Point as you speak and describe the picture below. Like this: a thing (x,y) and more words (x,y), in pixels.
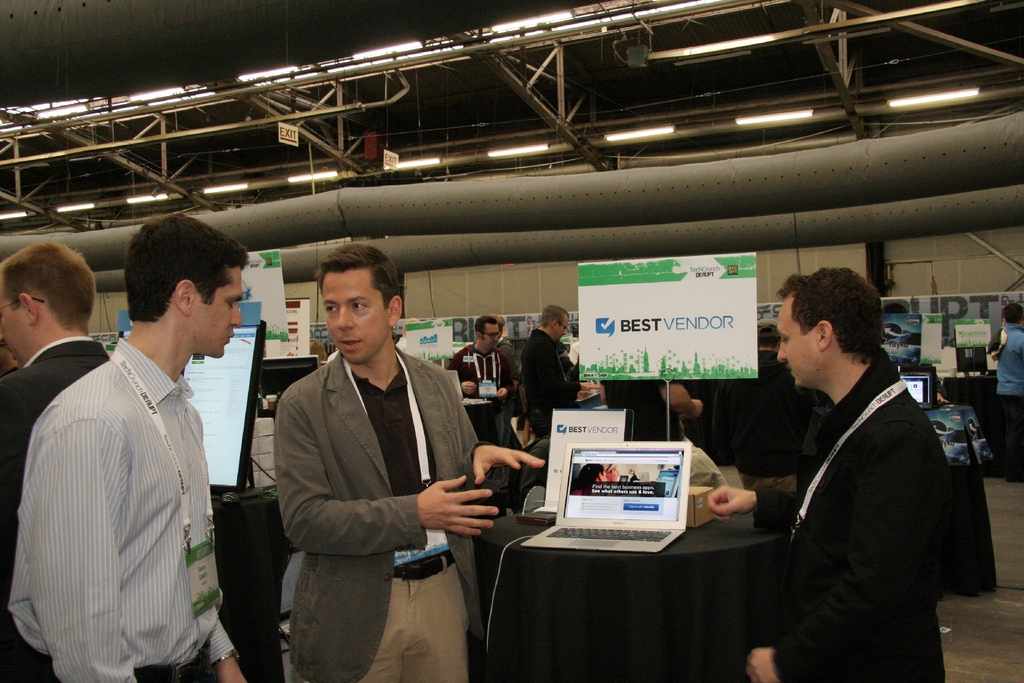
In this image, we can see people (814,381) standing and wearing ID cards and there are laptops (571,460) and some other objects (580,439) are on the tables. In the background (752,289), we can see boards (620,302) and some other people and some banners (926,313). At the top (147,145), there are lights (259,72), rods (292,110) and there is roof (451,121) and at the bottom (992,628), there is floor (964,623).
